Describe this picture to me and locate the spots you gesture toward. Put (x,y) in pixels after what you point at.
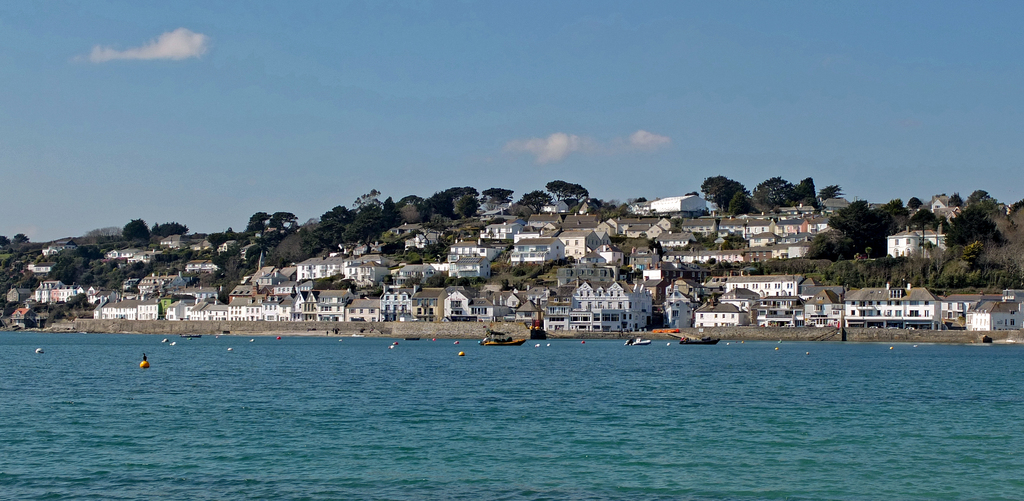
At the bottom of the image (391,357) there is water (691,349) with boats (708,341) on it. Behind the water (741,346) there are houses (712,304) with roofs (875,292), walls (901,318) and windows (545,249). Also there are trees (890,263) and poles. At the top of the image (317,94) there is a sky (445,94).
